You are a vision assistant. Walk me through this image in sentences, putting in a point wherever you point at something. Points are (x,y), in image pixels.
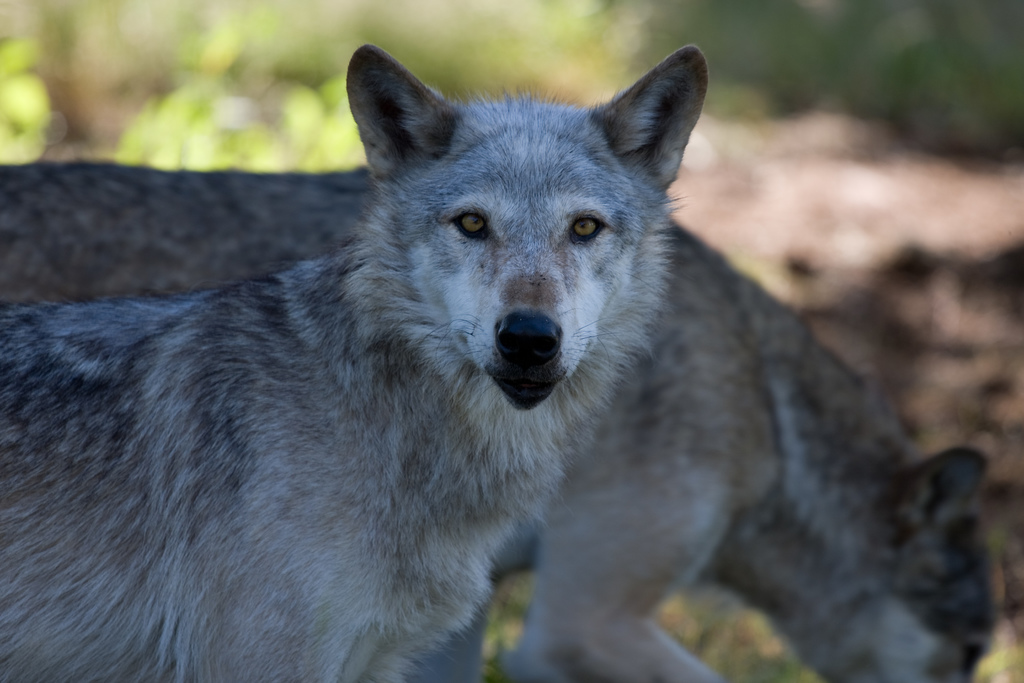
In this image we can see animals (412,227). In the background (932,136) the image is blur but we can see objects (763,112).
